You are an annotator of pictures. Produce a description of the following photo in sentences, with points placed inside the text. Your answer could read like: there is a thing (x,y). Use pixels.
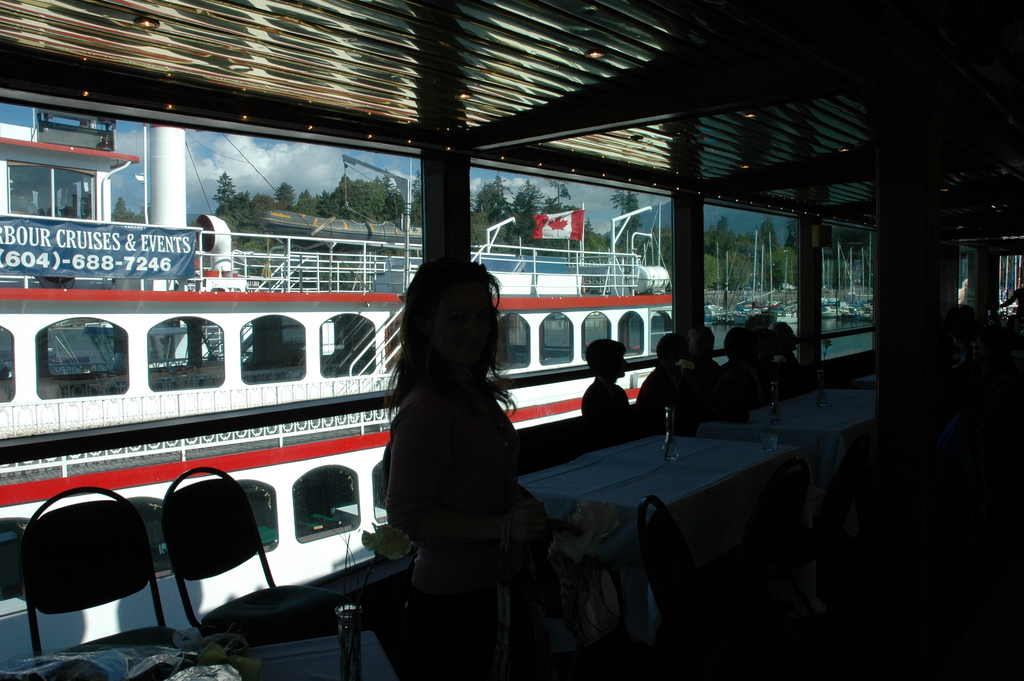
In this image I can see few ships (598,319), water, chairs (192,515), tables (697,452) and few people (675,366) are sitting on chairs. Back I can see few trees (393,199), flag (580,216) and banner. The sky (271,162) is in white and blue color.
